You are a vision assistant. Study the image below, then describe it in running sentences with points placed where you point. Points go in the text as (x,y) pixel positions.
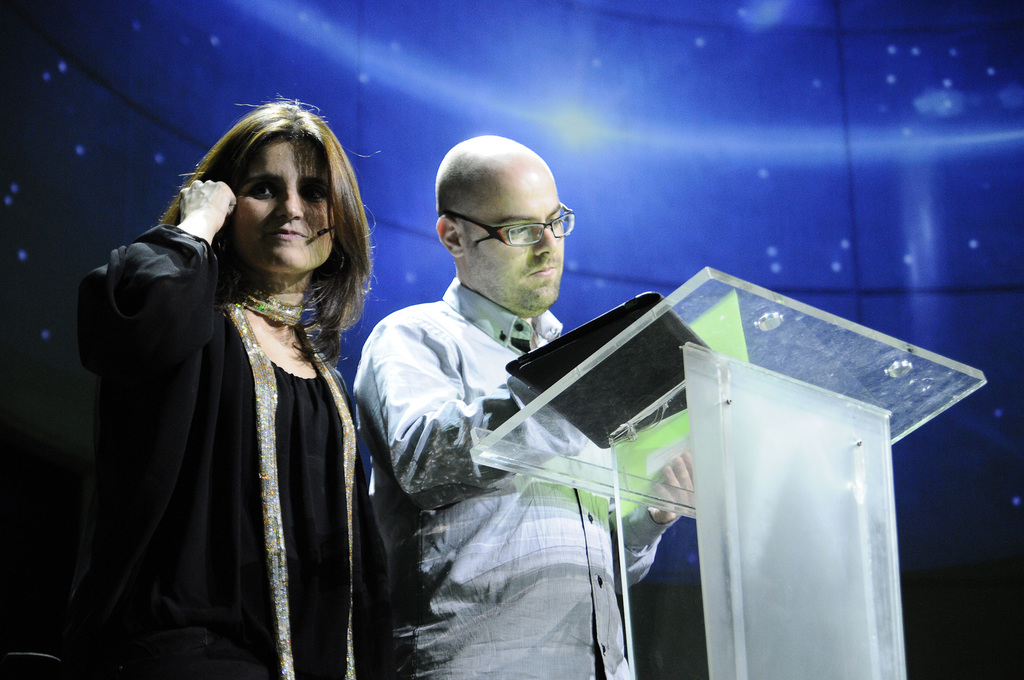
In the picture we can see a woman (130,270) and a man (424,599) standing near to each other near the glass desk (695,663) and man (594,671) is holding a file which is green in color and behind them, we can see the glass wall (584,250) on it we can see the blue color light focus (920,277).
